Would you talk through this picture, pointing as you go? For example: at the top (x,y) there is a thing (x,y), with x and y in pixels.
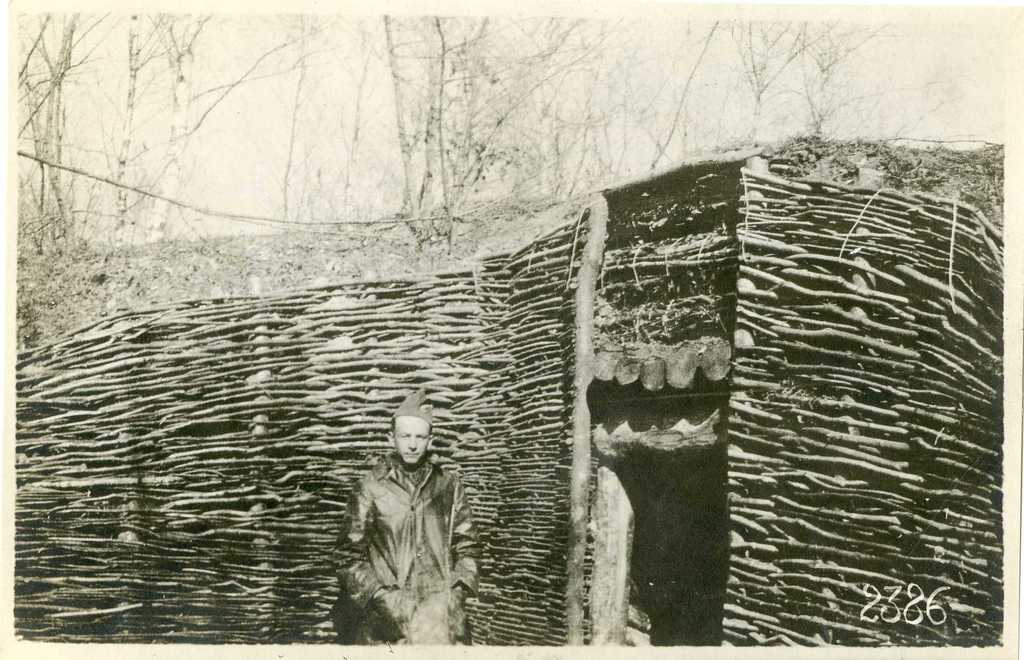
In this picture I can see a photo (572,571) on which one person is standing near sticks (491,352).
